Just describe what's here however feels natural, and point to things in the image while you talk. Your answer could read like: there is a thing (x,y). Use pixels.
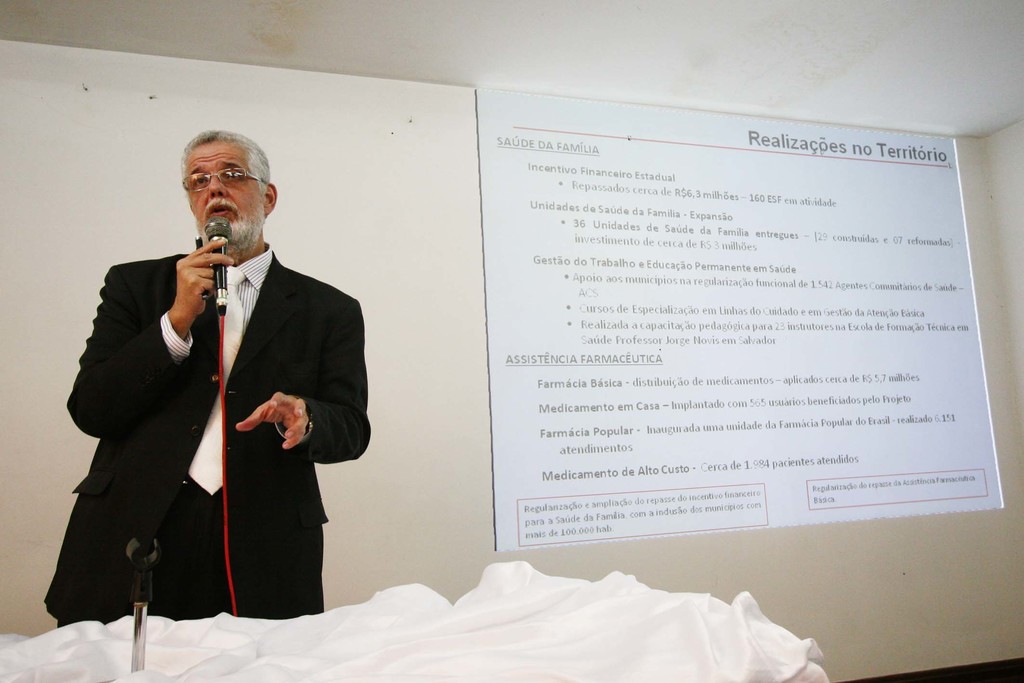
There is a man (100,428) here, he is speaking holding the microphone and the pen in the right hand (195,290). And there is a microphone stand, also there is a white cloth (517,636) and on the wall (454,114) we can see the projector screen (879,310) with some data (648,406) on it.
